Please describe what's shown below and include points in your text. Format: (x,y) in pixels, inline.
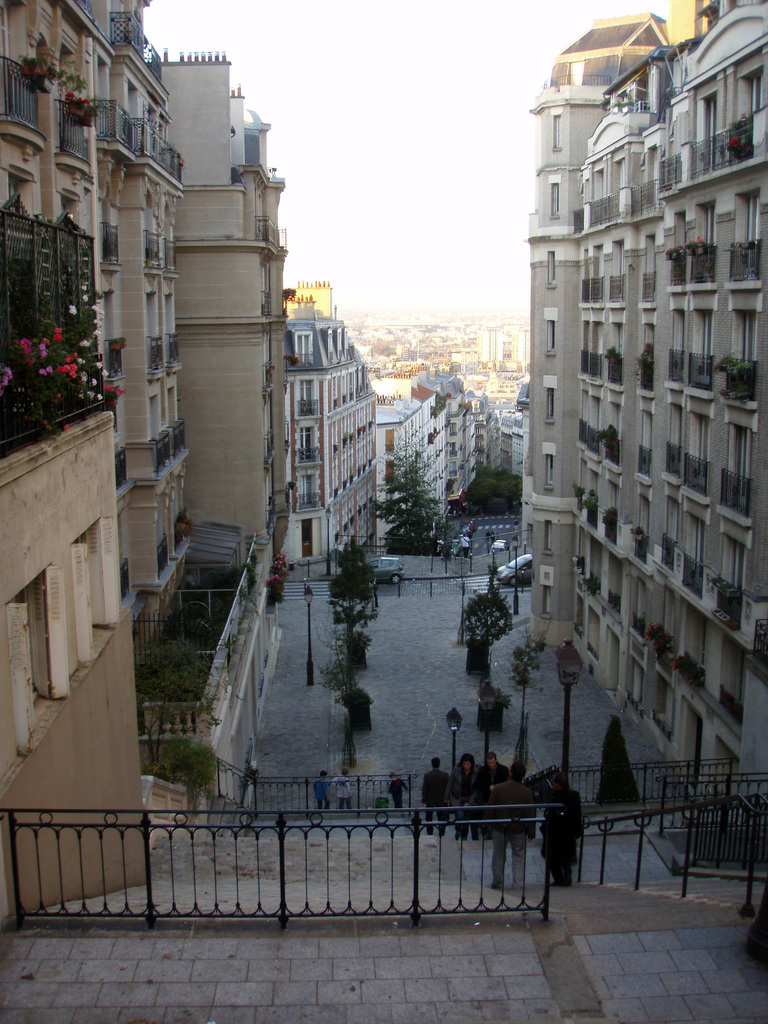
Here in this picture we can see buildings (664,426) present all over there and we can see plants (48,317) and trees (421,486) present here and there and we can see light posts (485,737) present and we can see railings (456,836) present over there and we can see people (502,788) walking over the steps (540,840) in the front (512,833) over there.
